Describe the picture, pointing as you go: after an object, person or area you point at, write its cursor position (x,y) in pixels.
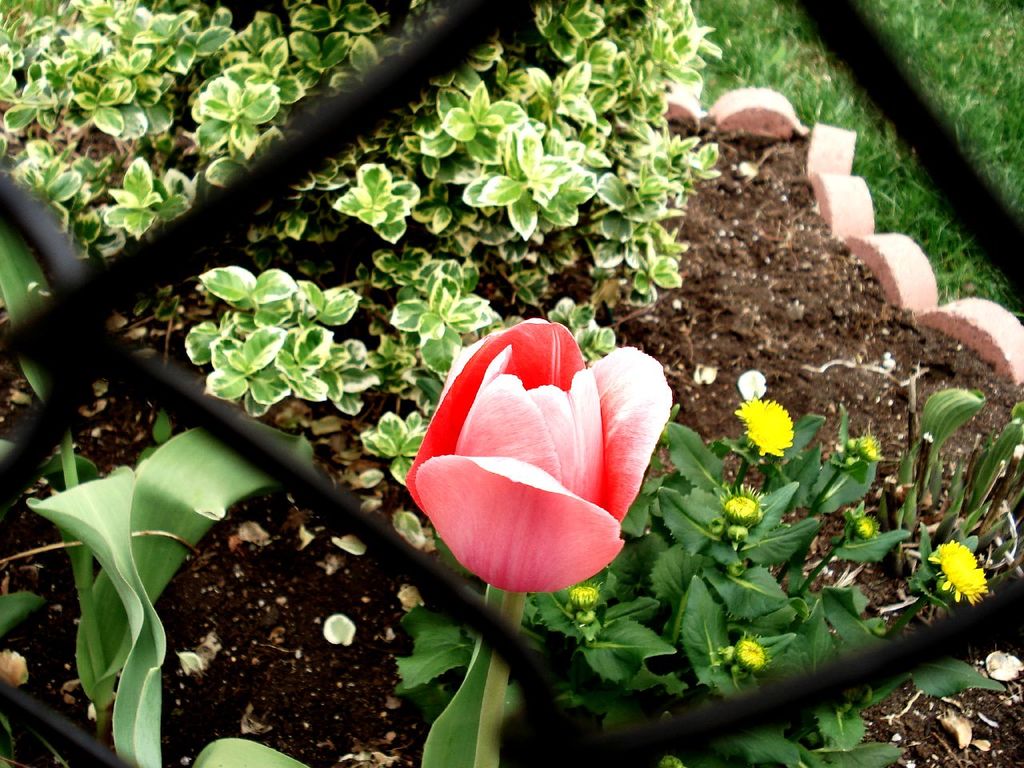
In this image I can see the flower (479,475) to the plants (477,246). These flowers (627,489) are in white pink and yellow color. And the plants (336,312) are in green color. In the front (782,699) I can see the black color railing (751,688).
